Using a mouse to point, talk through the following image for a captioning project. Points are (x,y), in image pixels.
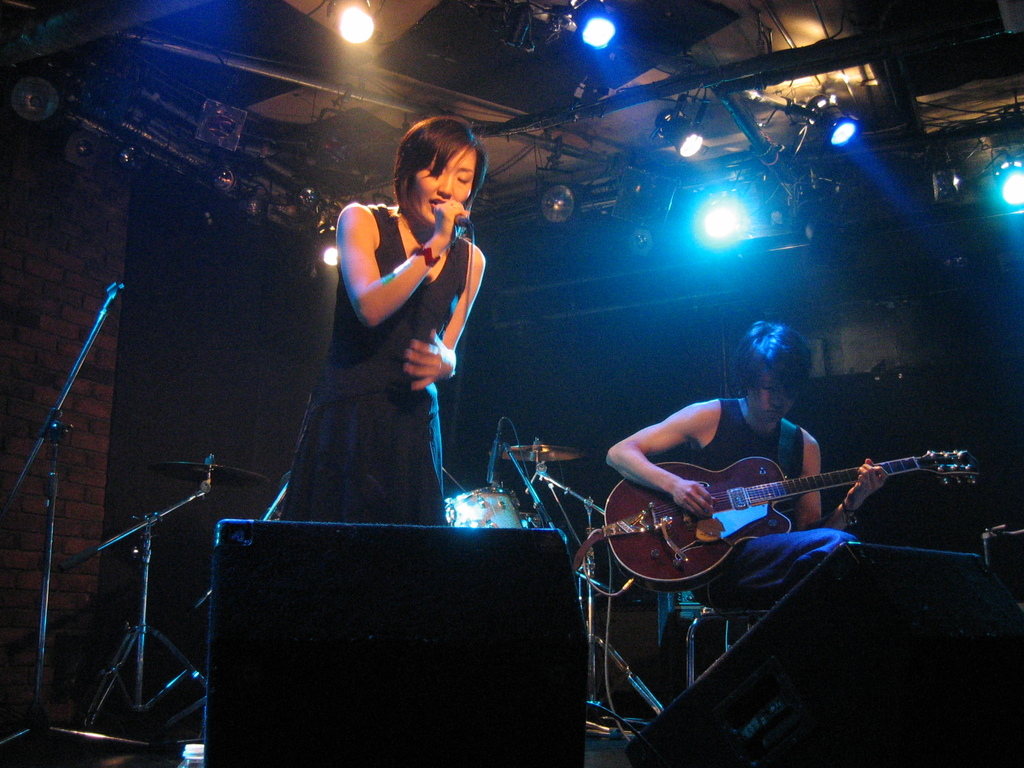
A lady (418,444) with black dress (402,406) is standing and singing. In her hand (436,222) there is a mic (463,222). And there is a man (772,447) sitting on a chair (712,604) and playing his guitar (728,510). In front of them there are speakers (828,700). In the background (479,501) there are drums (497,502) and musical instruments (541,461). And there is a light (733,217).
